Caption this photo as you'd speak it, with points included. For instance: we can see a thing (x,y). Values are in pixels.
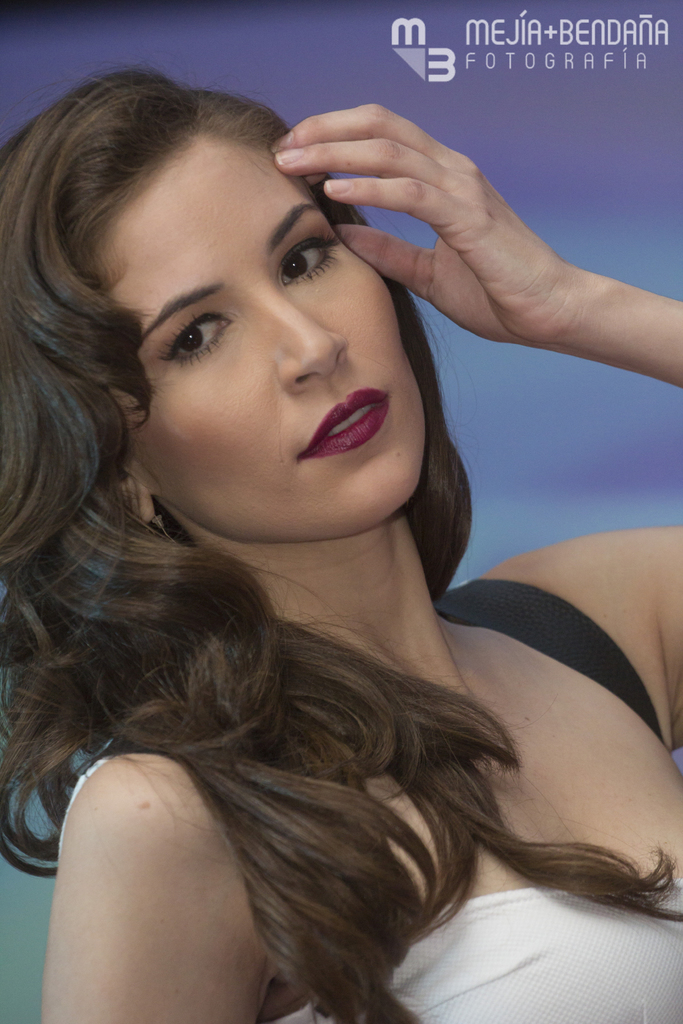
In this image we can see one woman (274,641) standing, background of the woman (200,975) is very colorful and some text (651,29) on this image.
